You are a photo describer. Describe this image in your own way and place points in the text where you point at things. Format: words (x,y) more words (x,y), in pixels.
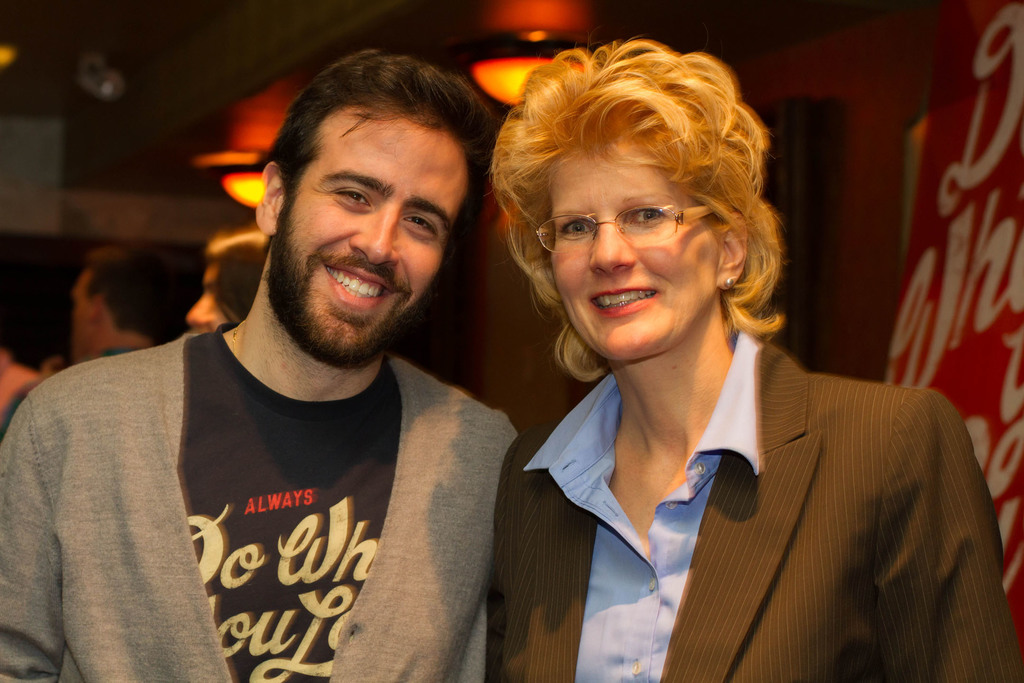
In this image, we can see two persons (774,597) wearing clothes (317,622). There are lights (239,183) at the top of the image (483,38).
